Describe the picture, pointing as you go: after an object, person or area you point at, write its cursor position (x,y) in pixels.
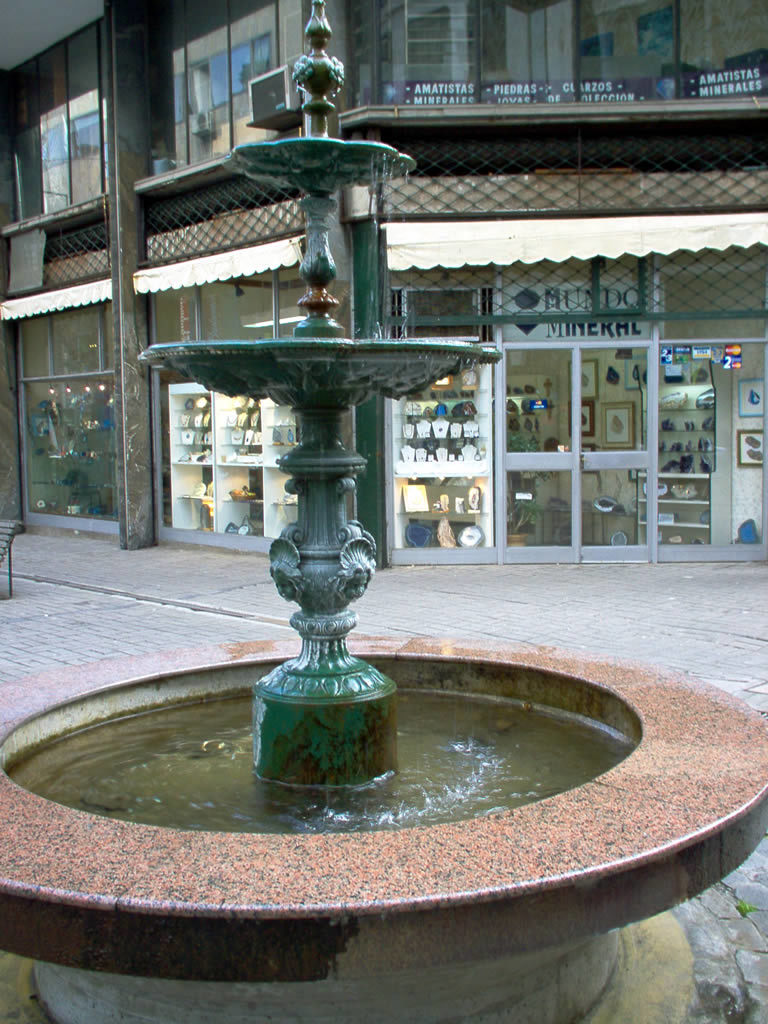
In the image there is a fountain (178,674) with water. Behind the fountain (315,375) there is a footpath (253,554). Behind the footpath (431,566) there is a building (546,309) with stores (667,428), glasses (629,480), roofs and walls (422,198).
